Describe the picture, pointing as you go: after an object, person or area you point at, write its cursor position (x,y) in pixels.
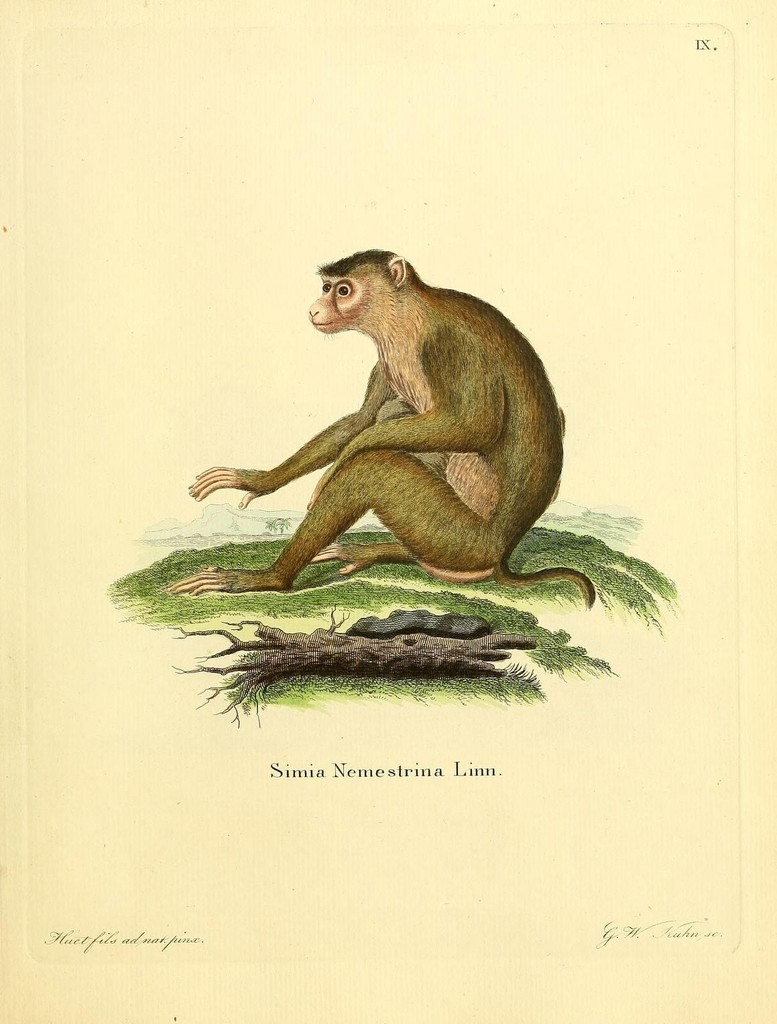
In this picture we can see poster (754,372), in this poster (705,344) we can see an animal (235,576) on the grass (321,604), wooden object (341,622) and text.
